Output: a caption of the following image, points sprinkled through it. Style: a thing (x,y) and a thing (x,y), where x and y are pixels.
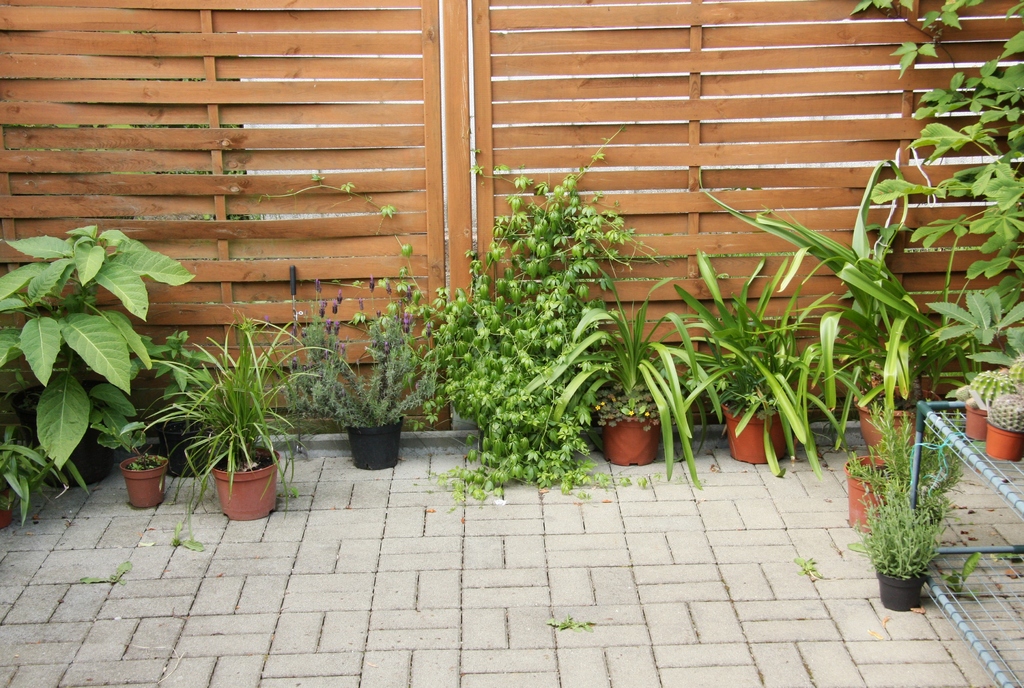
This picture is clicked outside. On the right (974,423) there are some houseplants (995,424) placed on the top of the stand (988,465) and we can see many number of houseplants (471,385) placed on the pavement (554,575). In the background (655,205) we can see the wooden gates (768,112).
